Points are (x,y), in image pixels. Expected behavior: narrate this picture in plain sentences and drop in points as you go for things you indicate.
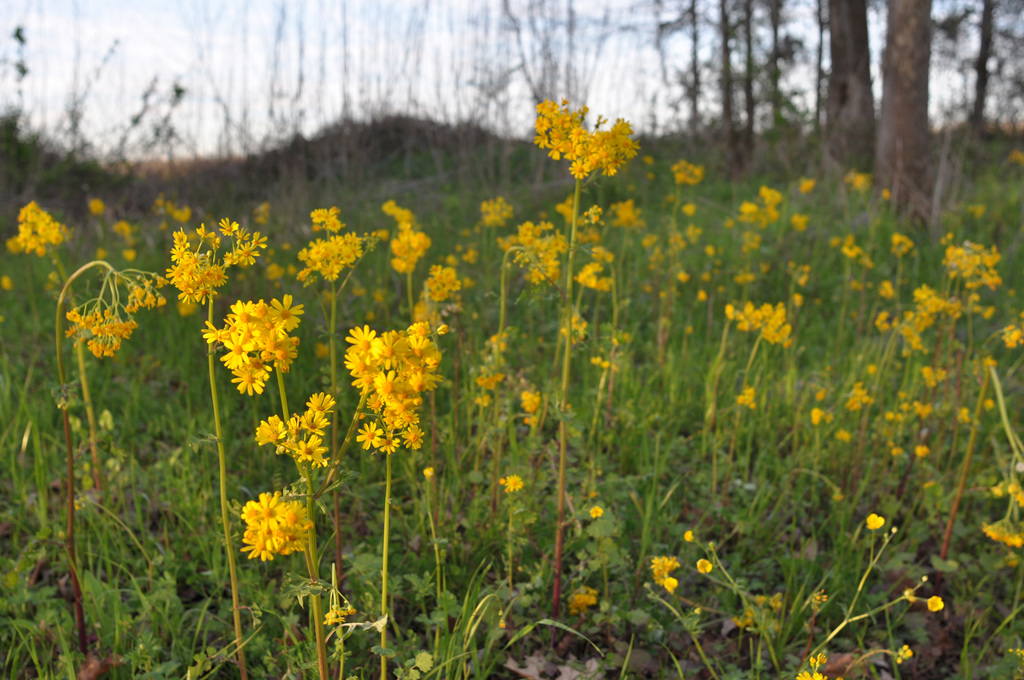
In this image I can see few yellow color flowers (587,144) and plants (783,397). In the background (759,40) I can see few trees (838,41) and the sky (383,62) is in white color.
